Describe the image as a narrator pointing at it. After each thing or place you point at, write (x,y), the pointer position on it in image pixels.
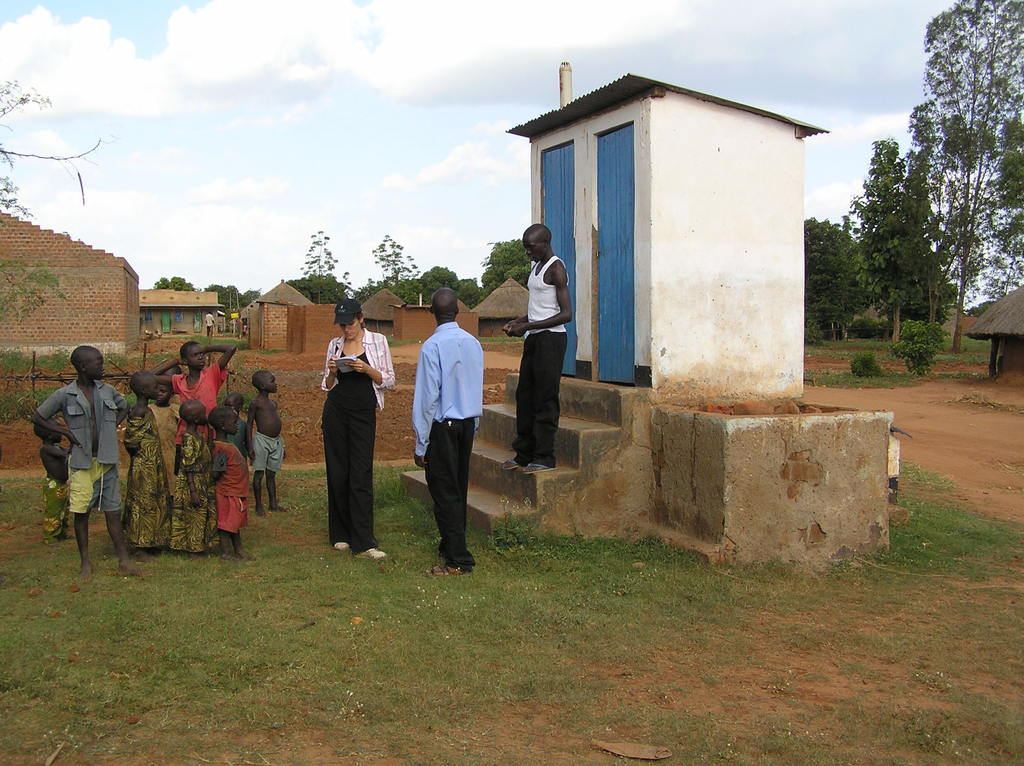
In the image we can see two men (472,344), woman (372,401) and there are children (154,442) standing, and they are wearing clothes (353,409). The woman (348,397) is wearing shoes (339,544) and a cap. This is a grass (493,679), hut (286,292), soil (971,429), brick wall (267,316), trees (391,273), stairs (601,436) and a cloudy sky (283,165).
